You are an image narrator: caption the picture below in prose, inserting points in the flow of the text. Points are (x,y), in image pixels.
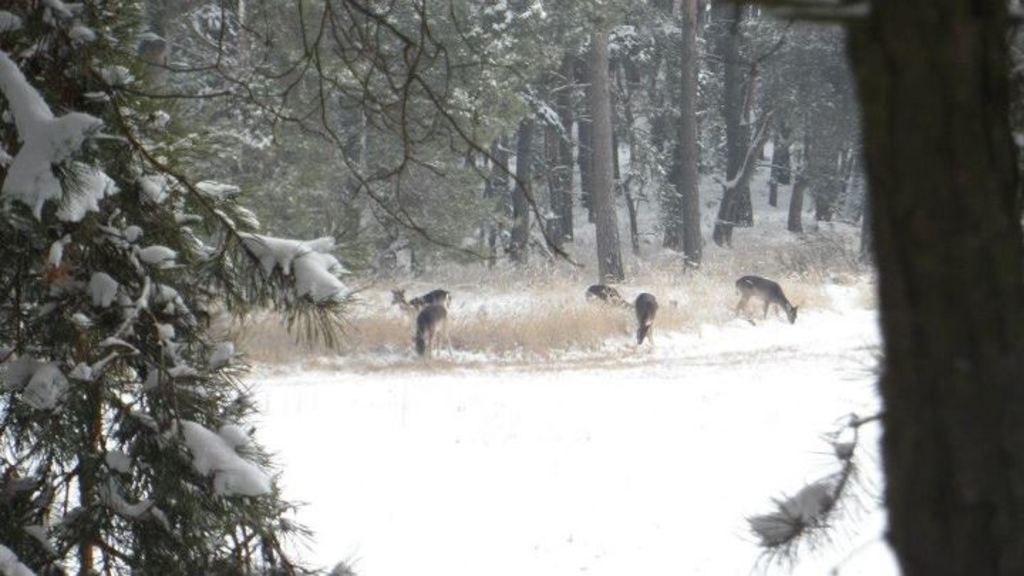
In this image we can see snow (640,415), animals (786,303), dried grass (338,346) and trees (746,140).
